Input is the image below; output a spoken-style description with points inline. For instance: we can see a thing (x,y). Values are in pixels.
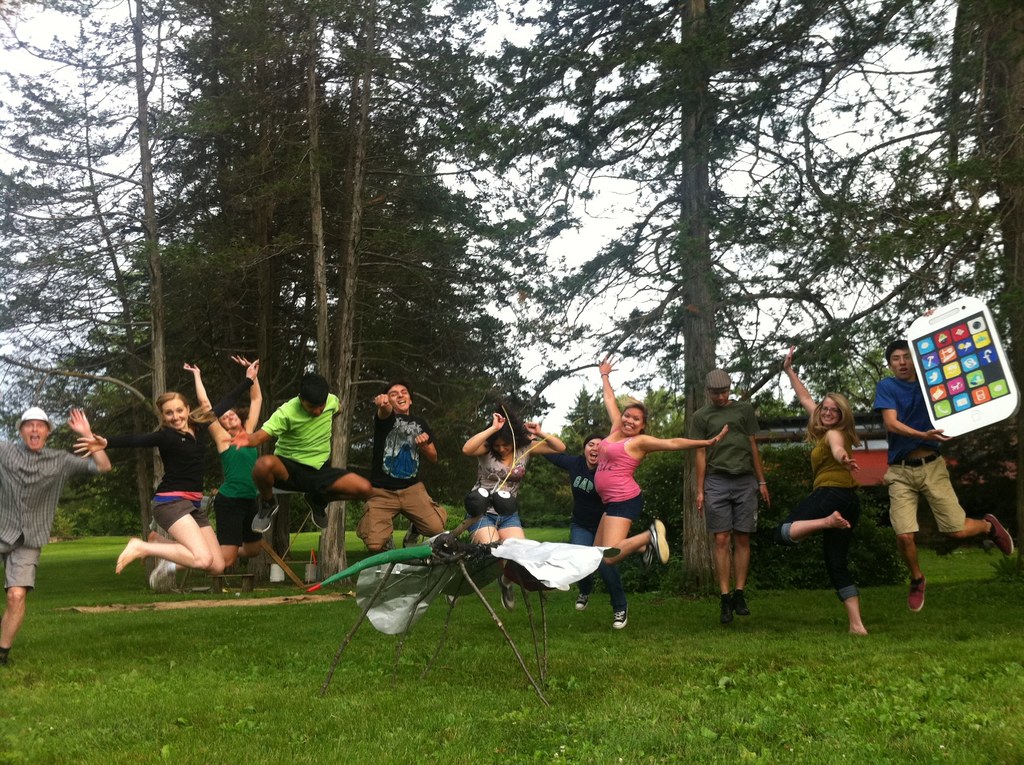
In this image I can see number of persons (312,487) are jumping in the air and a black, white and green colored object (456,571) in front of them. I can see some grass (199,620) and few trees (432,210). In the background (625,362) I can see few trees (620,339) and the sky (566,237).
